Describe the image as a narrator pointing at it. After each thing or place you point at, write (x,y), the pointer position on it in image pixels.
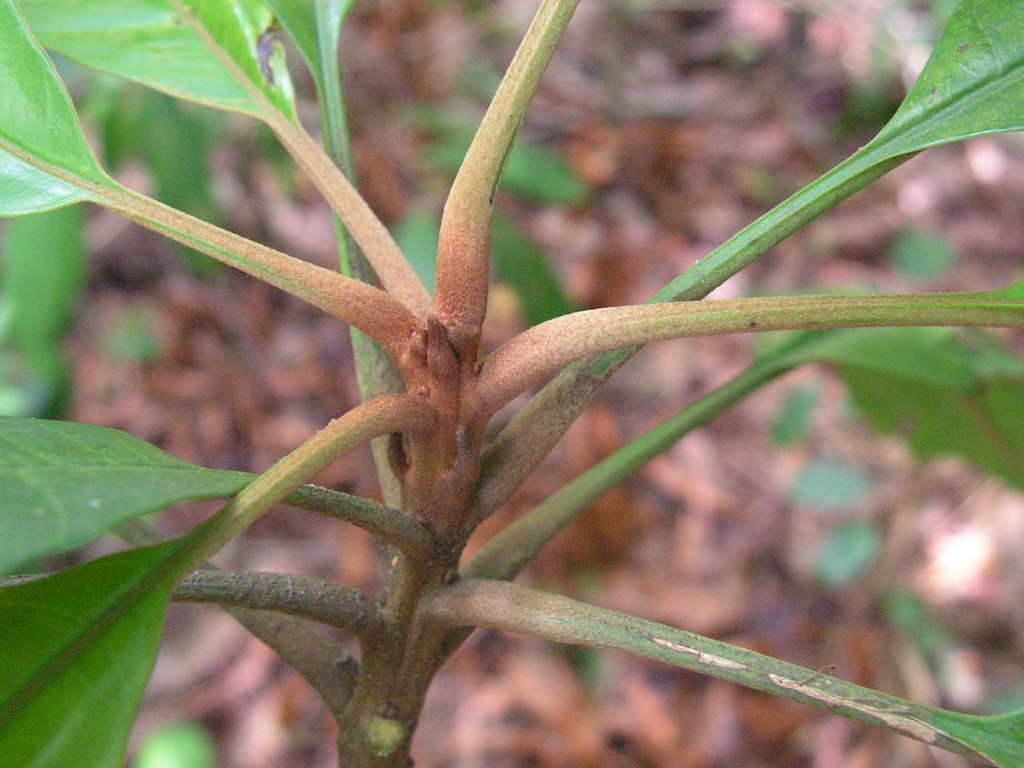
In the center of the image (415,312) we can see plant (588,623).
